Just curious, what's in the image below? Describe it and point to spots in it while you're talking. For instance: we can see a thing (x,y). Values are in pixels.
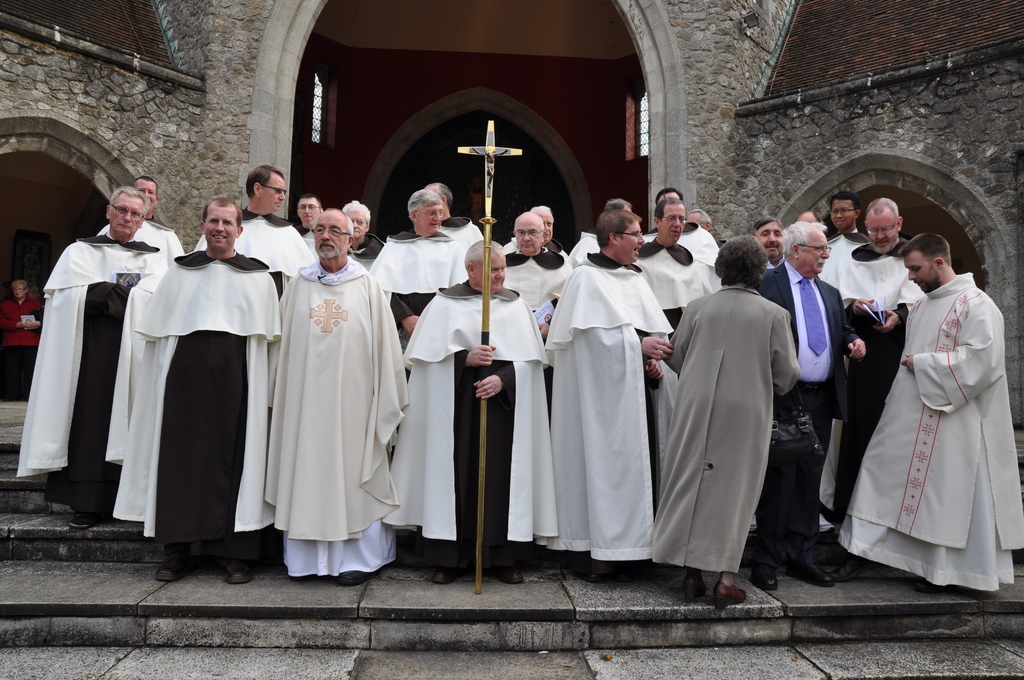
In the center of the image (561,366) we can see a group of people (411,248) are standing. In the middle of the image (480,375) a man (481,308) is standing and holding an object (482,523). In the background of the image (423,73) we can see building (441,82), door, windows (318,116), wall (524,84) are present. At the bottom of the image (381,587) stairs (109,538) are there.
